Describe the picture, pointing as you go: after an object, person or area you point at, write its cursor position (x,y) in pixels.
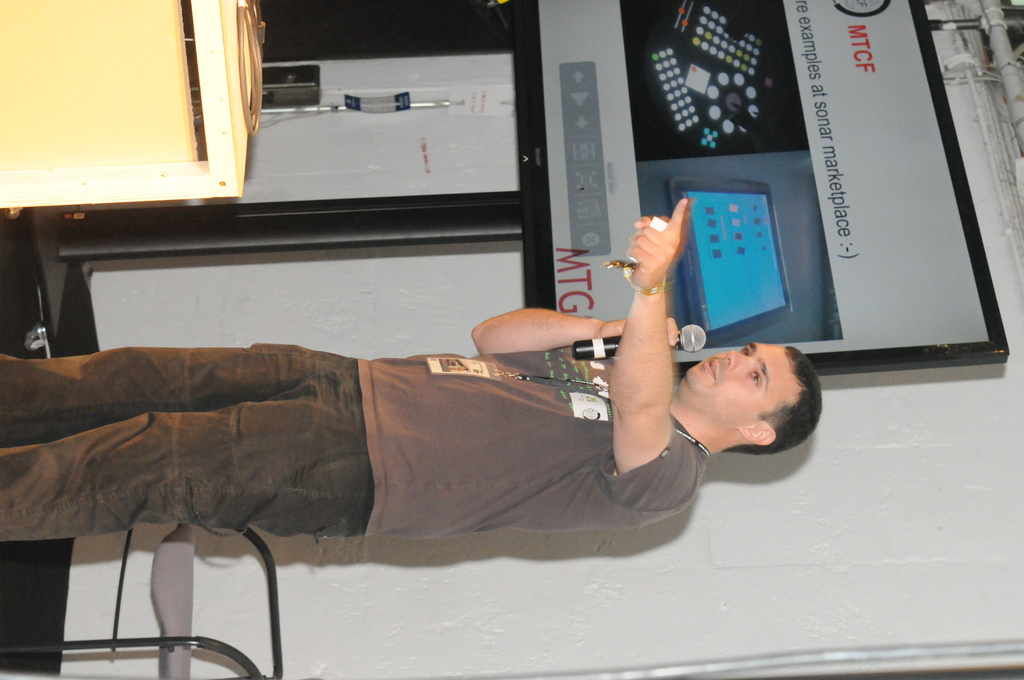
In this picture there is a man (557,414) wearing a brown color T shirt (457,430). He is standing, holding a mic (617,343) in his hand (672,341). We can observe a board (648,166) here. There is a table (91,70) which is in cream color. In the background (452,634) there is a wall (629,563).
